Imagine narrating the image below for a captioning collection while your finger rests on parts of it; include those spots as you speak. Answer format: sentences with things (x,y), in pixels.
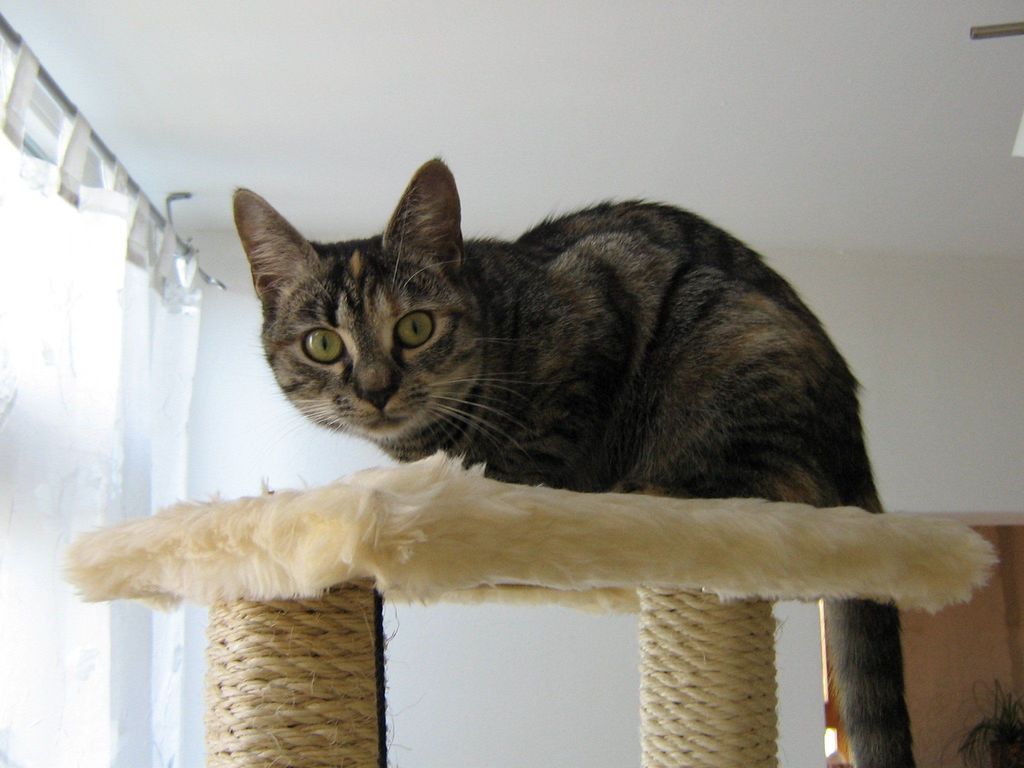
In this image I can see a cream colour thing (466,573) and on it I can see a black and brown colour cat (461,418). In the background (118,388) I can see white colour curtain (95,377) and white colour wall (496,730).
